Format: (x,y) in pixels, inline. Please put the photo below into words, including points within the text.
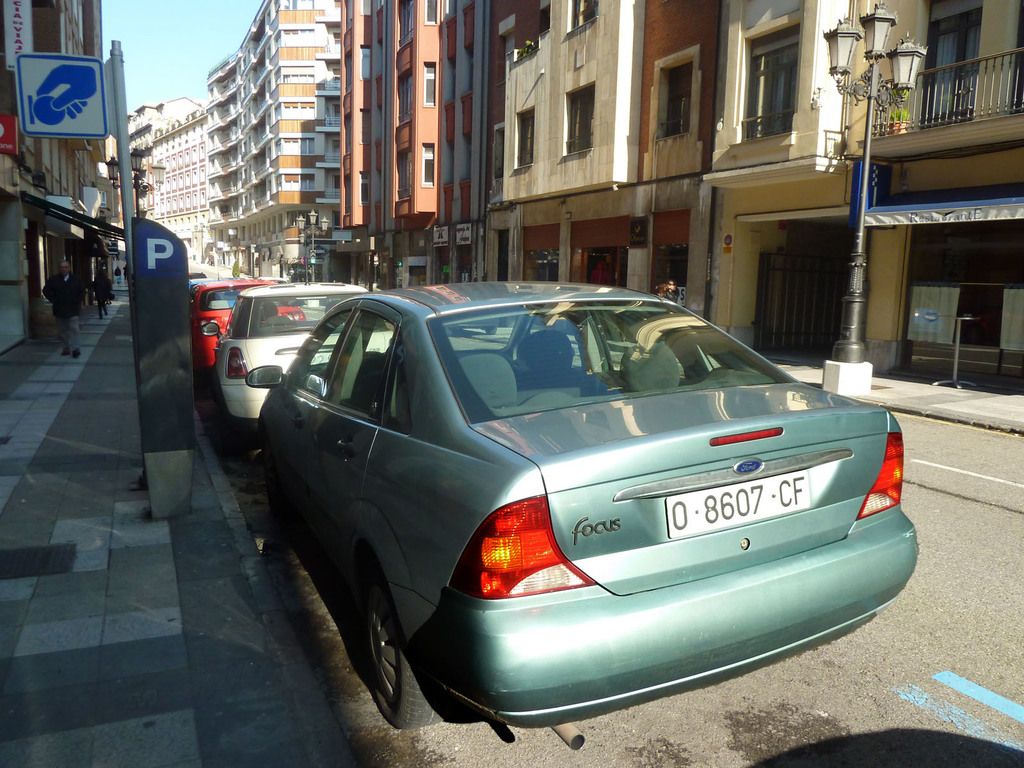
This picture might be taken outside of the city and it is very sunny. In this image, in the middle (515,388), we can see few cars (340,302) which are placed on the road (614,727). On the right side of the image (931,241), there are some street lights (864,257), footpath (1023,390), buildings (692,175), windows (968,264). On the left side (166,304), we can also see some hoardings (93,123) and group of people (60,331) are walking on the foot path (41,397), buildings (16,253). On the top (190,77) there is a sky (194,89), at the bottom (961,589) there is a road (969,696).
